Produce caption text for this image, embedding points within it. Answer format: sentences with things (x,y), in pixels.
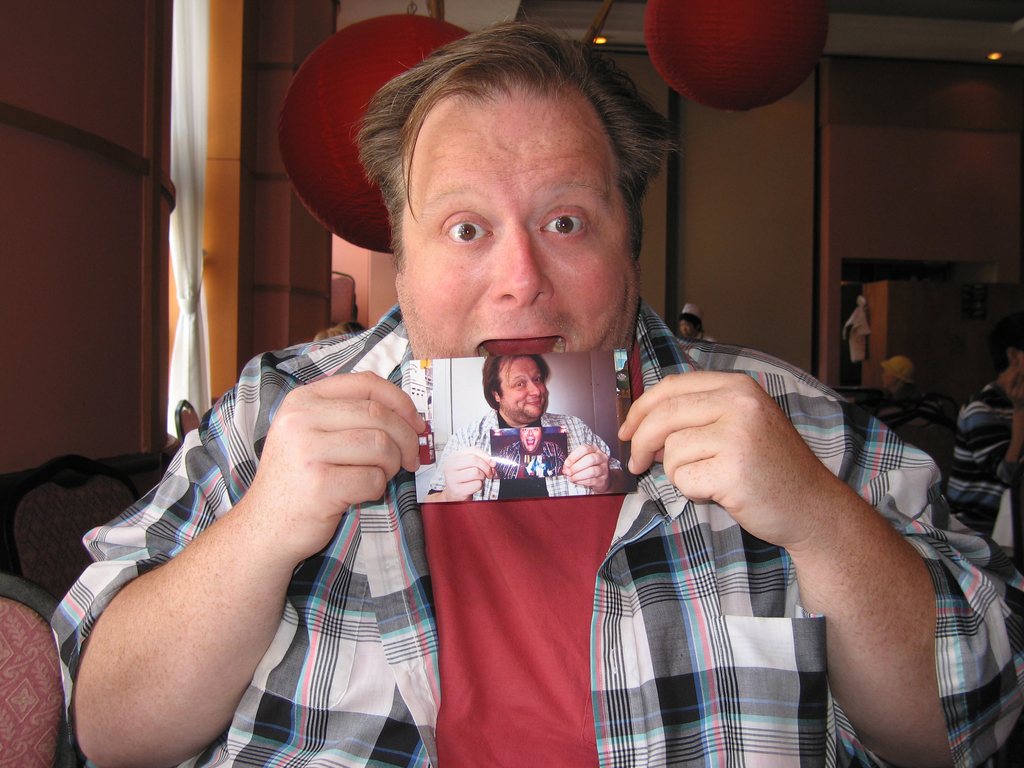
In this image we can see a few people (408,462), chairs (94,516), photograph (478,447), on the left (183,284) we can see window (236,177), curtain (171,250), we can see hanging lamp (661,64), ceiling (642,2) with the lights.
